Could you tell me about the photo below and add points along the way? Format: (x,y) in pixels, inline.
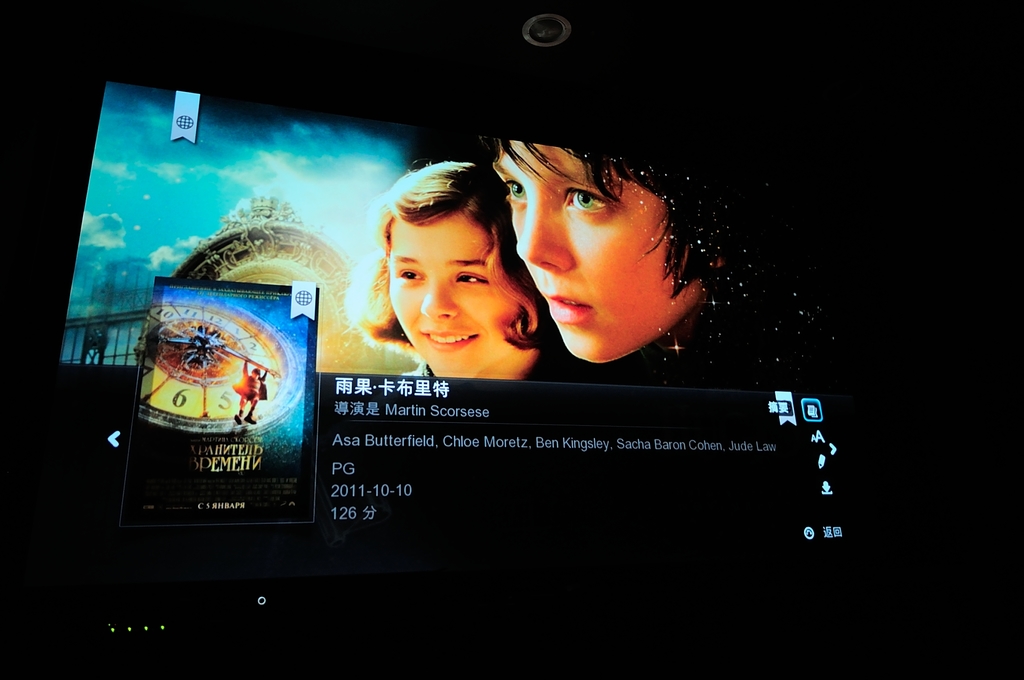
In this image I can see a screen (430,419) in which I can see two persons face (561,281) and something is written with white color and I can see the black colored background (219,17).
